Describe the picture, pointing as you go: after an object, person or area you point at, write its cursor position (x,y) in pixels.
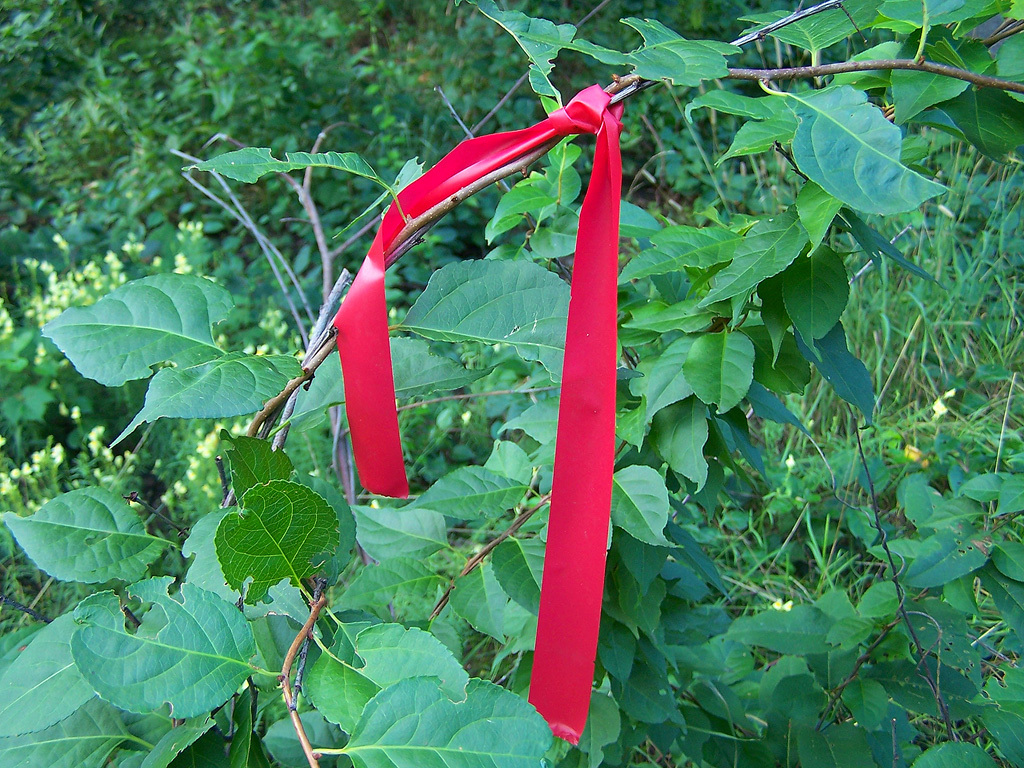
In this picture I can observe red color ribbon (389,466) tied to the plant (627,222) in the middle of the picture (363,336). In the background (357,242) I can observe plants (388,141).
